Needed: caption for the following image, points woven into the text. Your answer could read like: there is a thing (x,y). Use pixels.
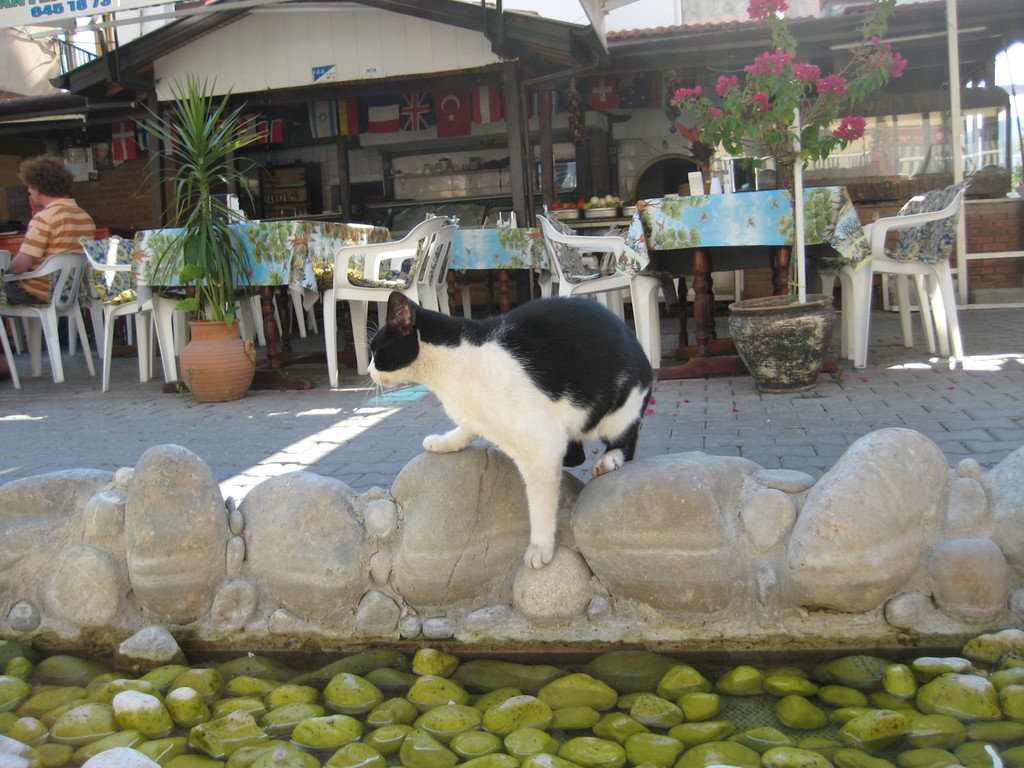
This is a cat (528,400) standing. These are the rocks (434,598). I can see the water (687,720). Here is a person (56,249) sitting on the chair (54,265). I can see the tables (730,247) covered with the clothes (321,227). I think these are the flower pots (822,345) with the plants (226,148) in it. This looks like a restaurant (383,76). I can see the flags (334,117) hanging.
